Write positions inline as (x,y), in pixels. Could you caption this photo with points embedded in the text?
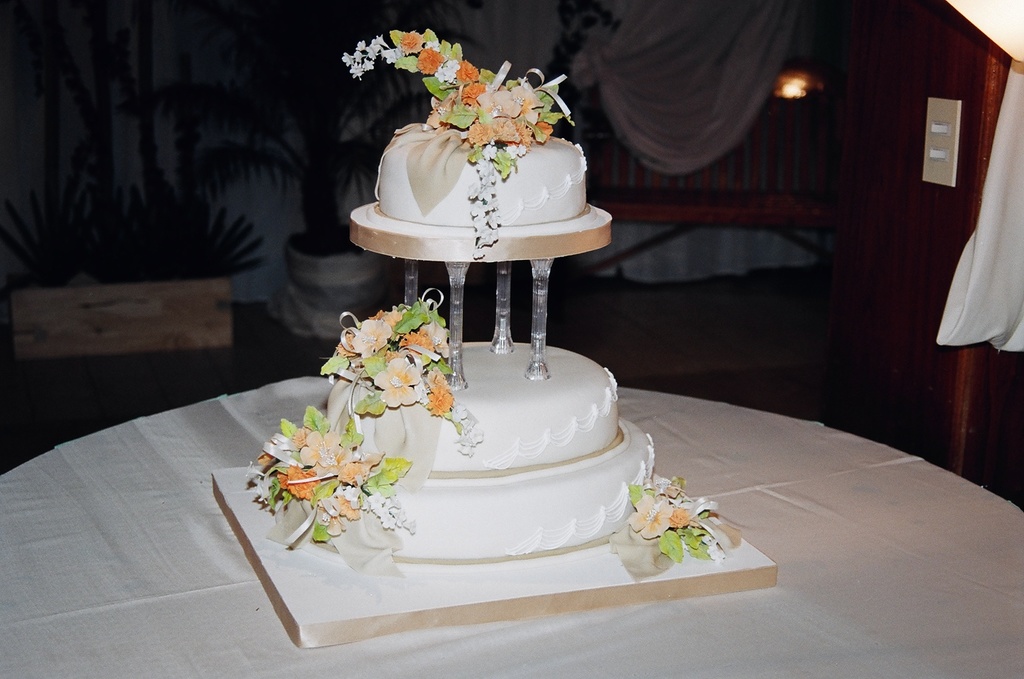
In the picture we can see a table (87,676) with a white color table cloth (186,510) on it and on it we can see a cake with two layers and on it we can see a stand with another layer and on it we can see flower garnish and behind the table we can see a wall (996,75) with some curtains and light (986,3).
